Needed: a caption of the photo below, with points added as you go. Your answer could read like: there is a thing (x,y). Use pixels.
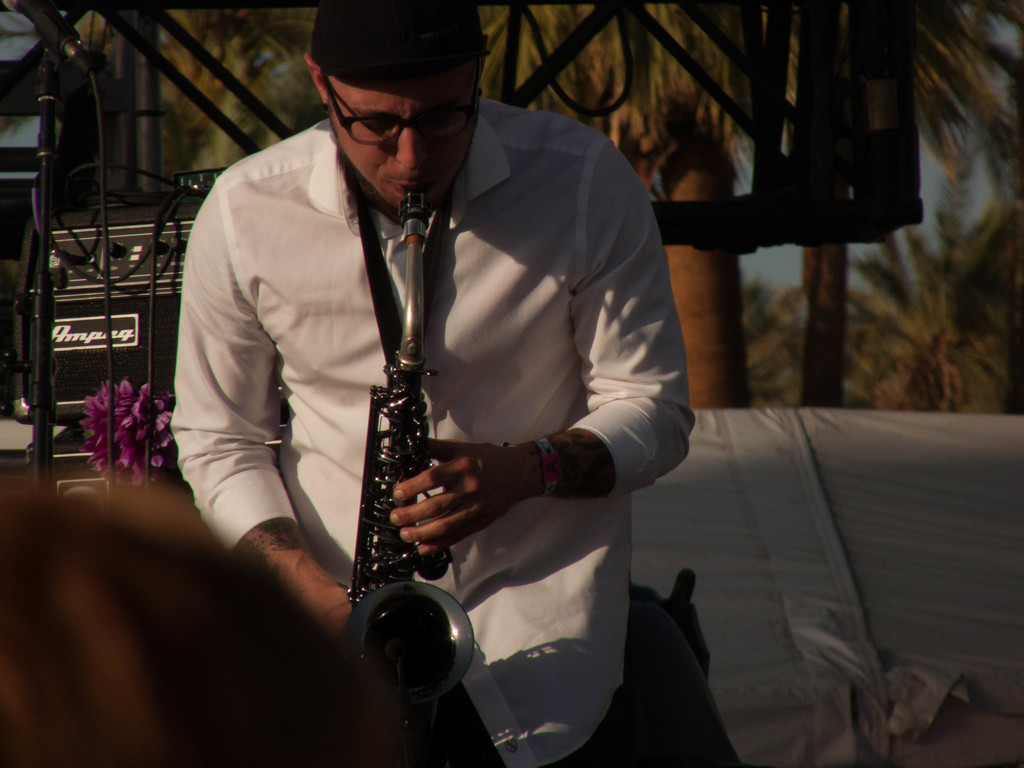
In the image there is a man (566,587) with white shirt (539,594) is standing and playing saxophone (375,554). On his head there is a cap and he kept spectacles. Behind him there is a mic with stand (47,385) and also there is a black box (112,278) with knobs (161,248). And also there are rods (529,86). In the background (259,132) there are trees (768,339).
